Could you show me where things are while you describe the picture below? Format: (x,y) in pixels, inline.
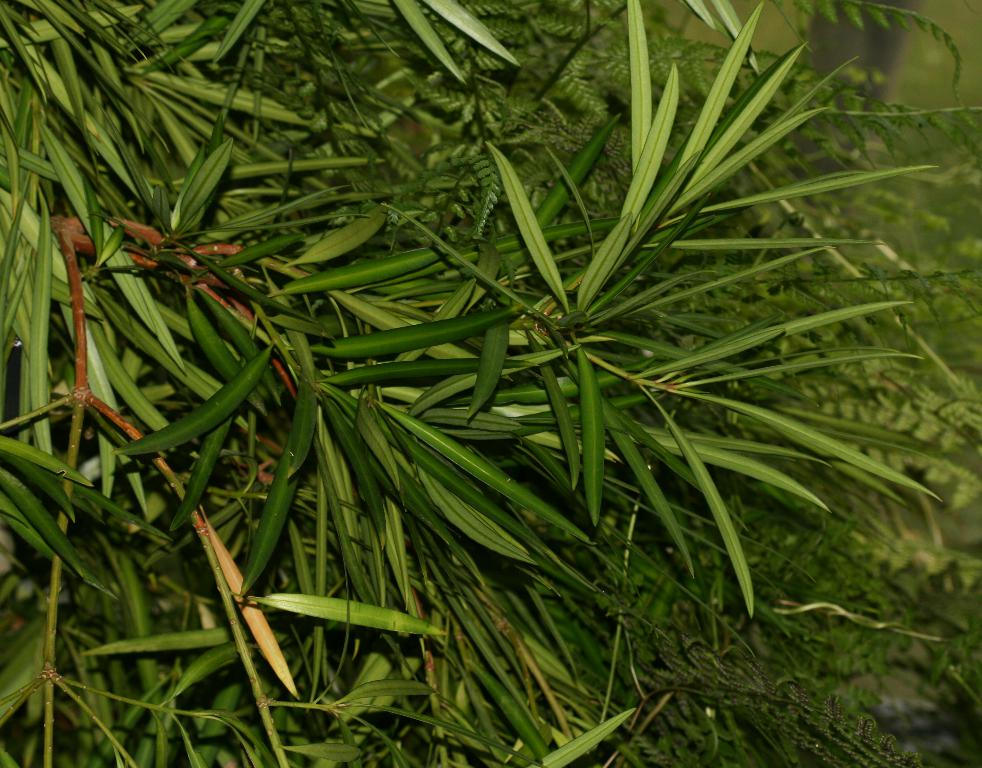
This is a zoom in picture of a tree (514,377). There are some leaves (454,248) as we can see in middle of this image (385,404).
